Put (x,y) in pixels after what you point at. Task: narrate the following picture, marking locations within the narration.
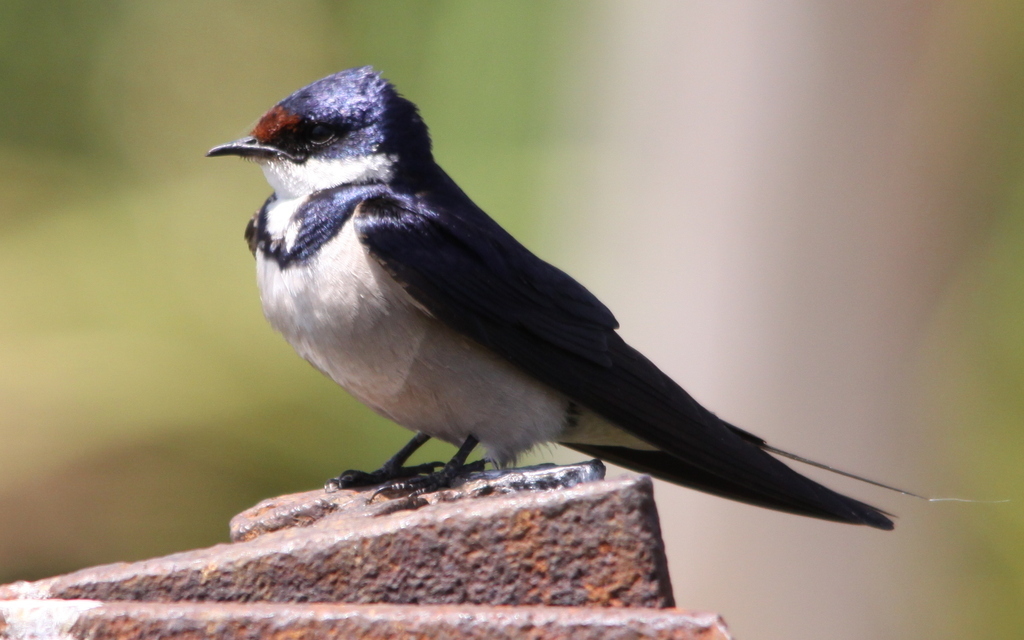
In this picture I can see a bird (418,369) on the rock (380,527).
